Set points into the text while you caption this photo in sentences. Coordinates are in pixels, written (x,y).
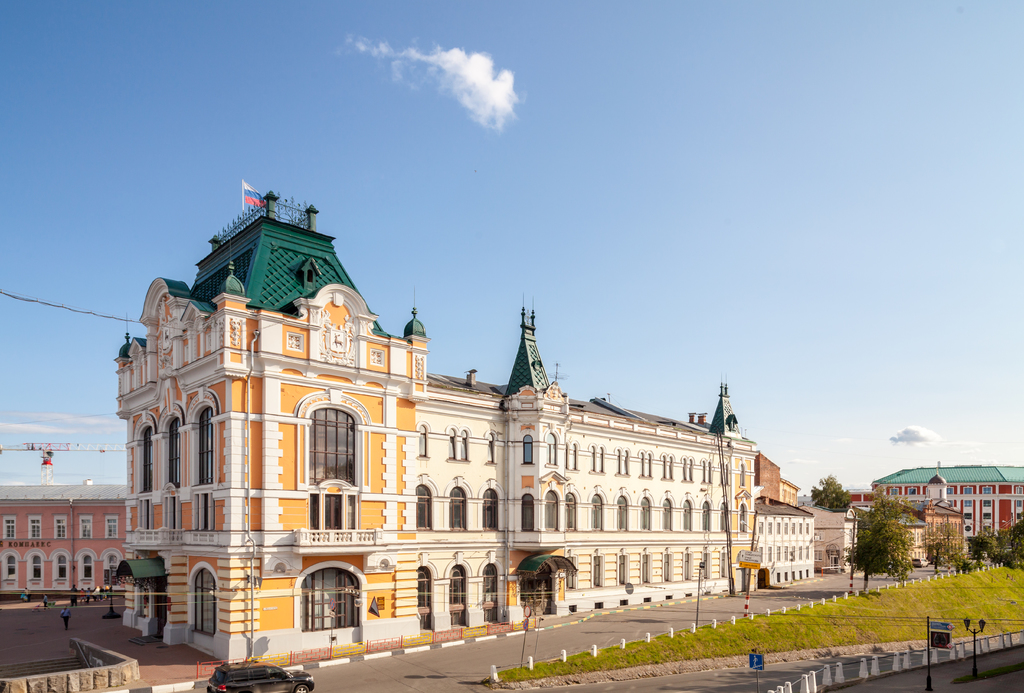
At the bottom (235,672), we see a black car (247,675) is moving on the road (425,660). On the right side (833,613), we see the grass (846,623), road (848,667), street lights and poles (865,671). We see the boards (753,657) in blue and black color. In the middle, we see the poles (749,587) and a board (748,567) in yellow and white color with some text (760,553) written on it. On the left side (84,594), we see the people (84,600) are standing. There are trees (868,566), buildings (205,467) and tower crane (67,449) in the background (67,449). We see a flag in white and blue color. At the top (690,198), we see the sky (690,198) and the clouds (512,98).
